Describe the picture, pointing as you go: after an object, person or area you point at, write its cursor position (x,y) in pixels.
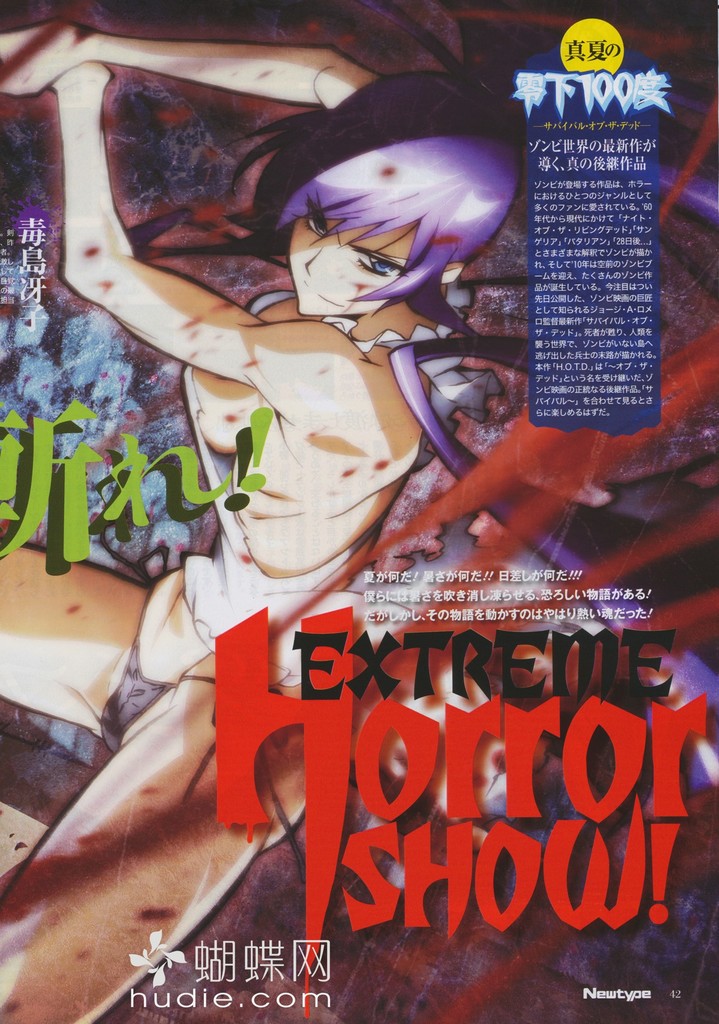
In this image we can see a poster (395,358) with some image (336,308) and text (541,364) on it.
